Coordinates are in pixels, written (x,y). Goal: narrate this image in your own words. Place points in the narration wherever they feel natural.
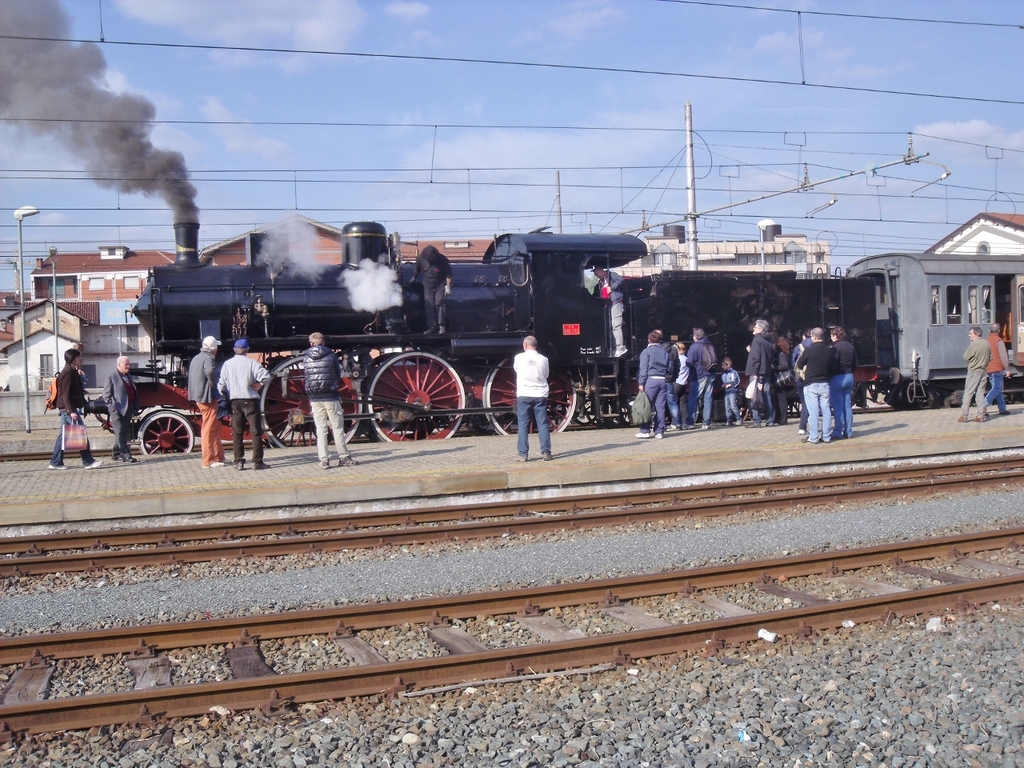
In front of the image there is a railway track (2,578). There are people (999,374) standing on the platform (267,471). There are two people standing on the train (671,312). In the background of the image (323,249) there are light poles (25,211), buildings (95,293), electrical poles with cables (706,189). At the top of the image (366,132) there are clouds (212,110) in the sky (380,92).
